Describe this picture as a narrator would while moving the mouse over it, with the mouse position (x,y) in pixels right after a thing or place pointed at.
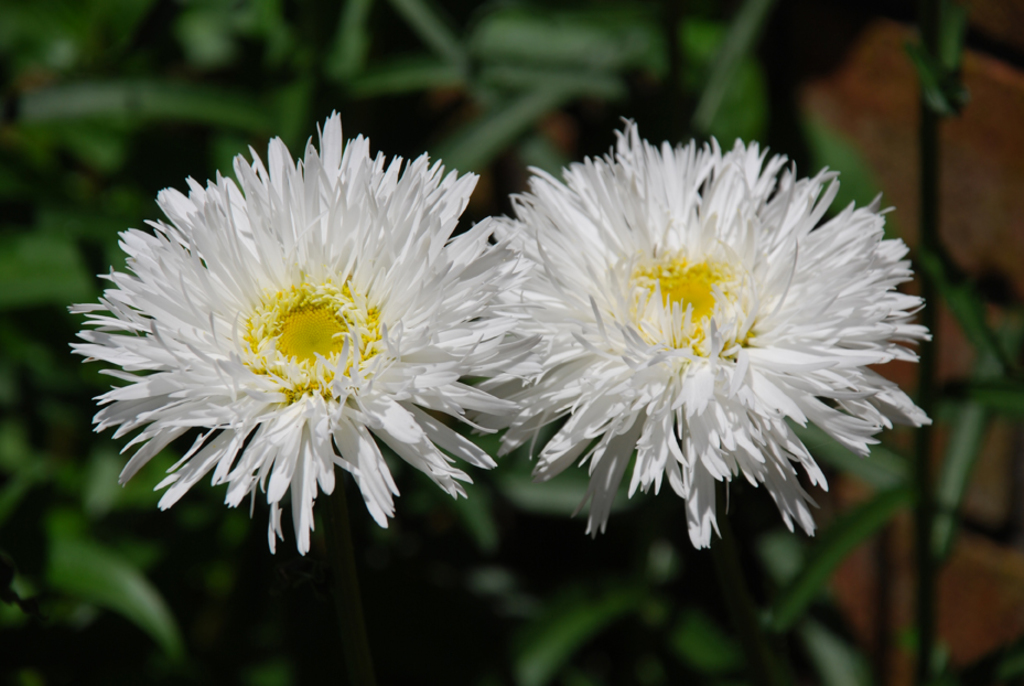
In this picture there are white color flowers (608,310) on the plant (79,130). At the bottom (956,532) it looks like a ground (994,602).
